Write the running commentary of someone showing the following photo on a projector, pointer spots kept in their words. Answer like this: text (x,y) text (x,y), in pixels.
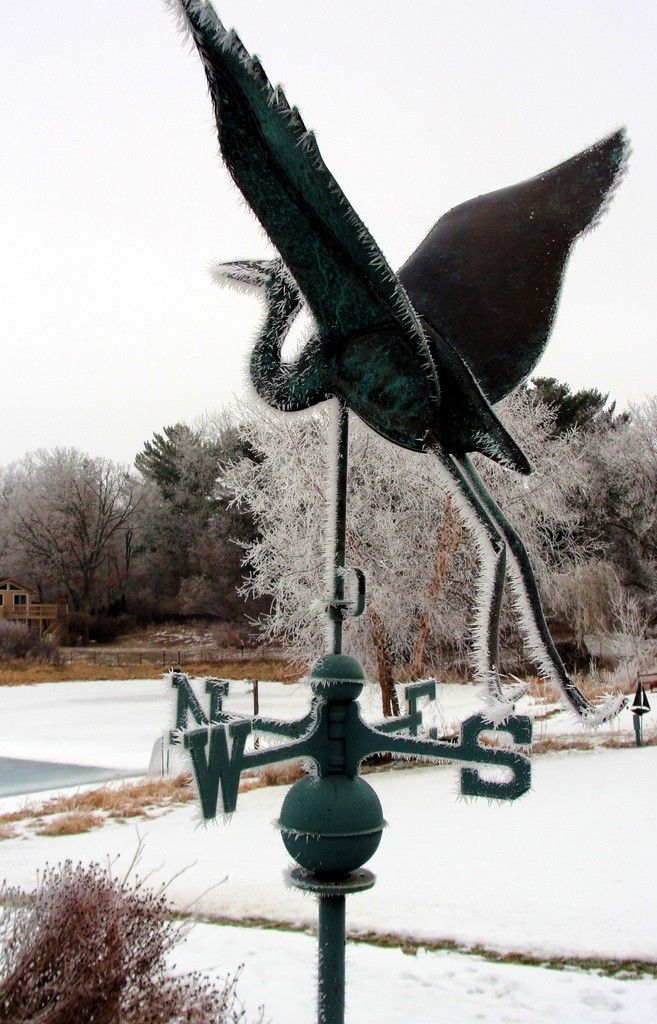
This image is taken outdoors. At the bottom of the image (418,812) there is a ground (152,823) covered with snow (632,928). In the background (169,556) there are many trees (312,580). In the middle of the image (344,659) there is a pole (334,778) with directions (449,749) and there is an artificial bird (449,403). At the top of the image (167,194) there is a sky (438,108).
